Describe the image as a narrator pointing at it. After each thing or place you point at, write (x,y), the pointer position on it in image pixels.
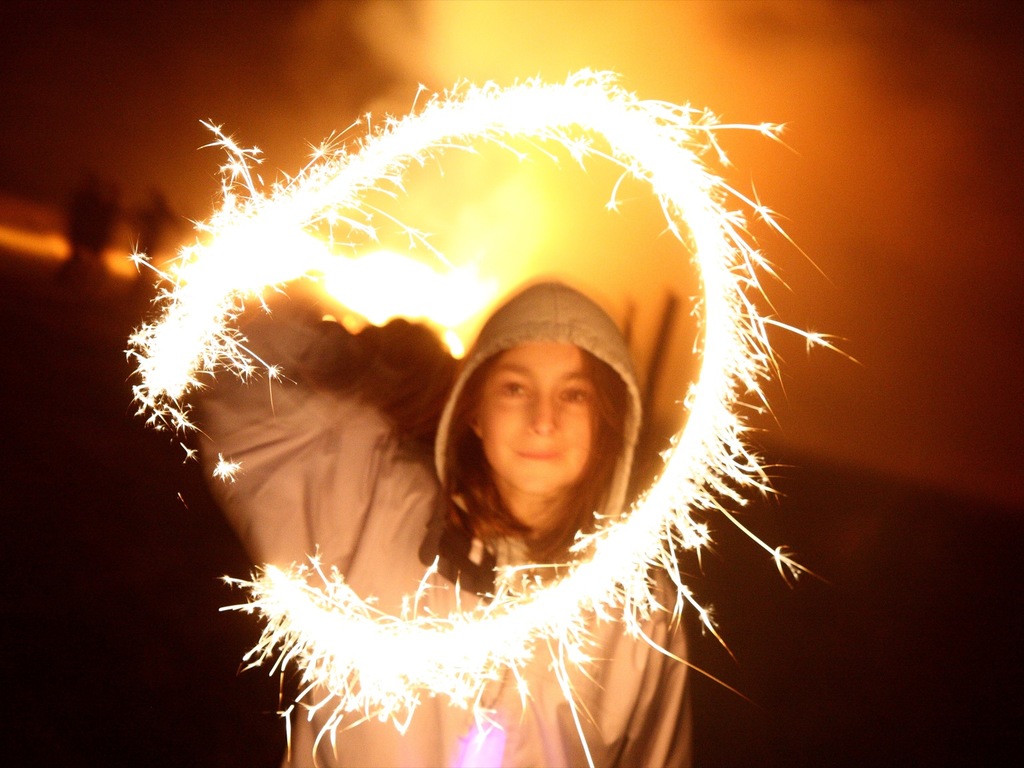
In the middle of the image (522,330) a woman (352,749) is standing and holding some crackers (611,105) and smiling.
